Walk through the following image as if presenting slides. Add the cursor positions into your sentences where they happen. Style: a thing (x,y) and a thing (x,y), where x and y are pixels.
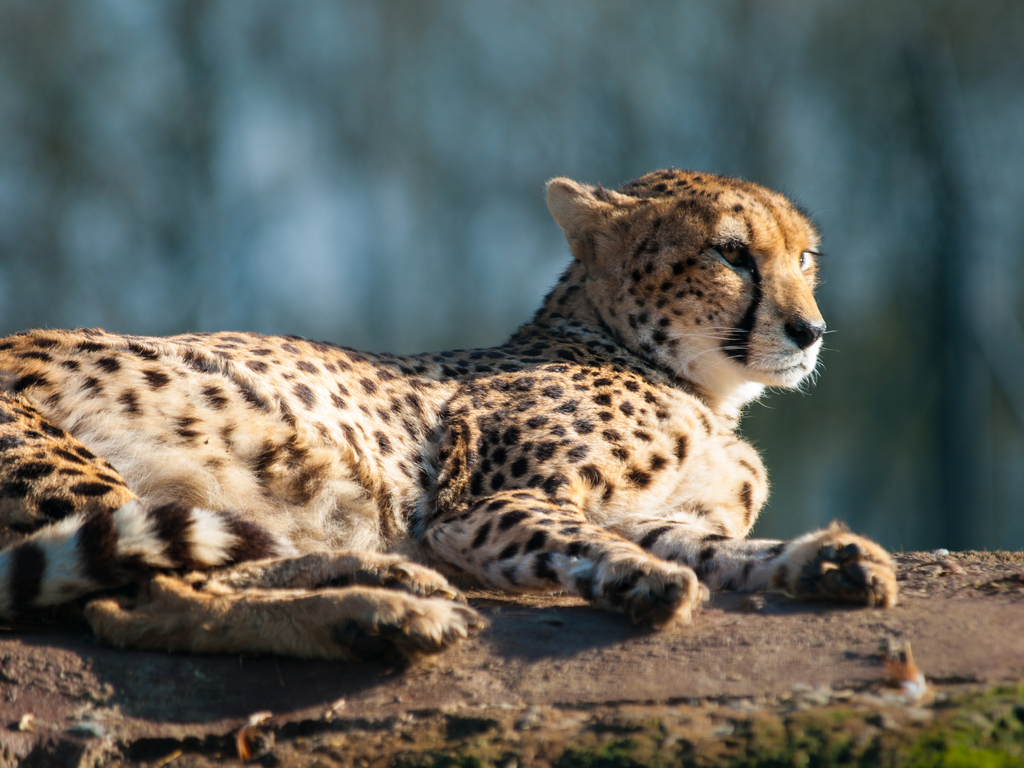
In this image, I can see cheetah (509,558) lying on the ground (547,642). There is a blurred background (222,134).
